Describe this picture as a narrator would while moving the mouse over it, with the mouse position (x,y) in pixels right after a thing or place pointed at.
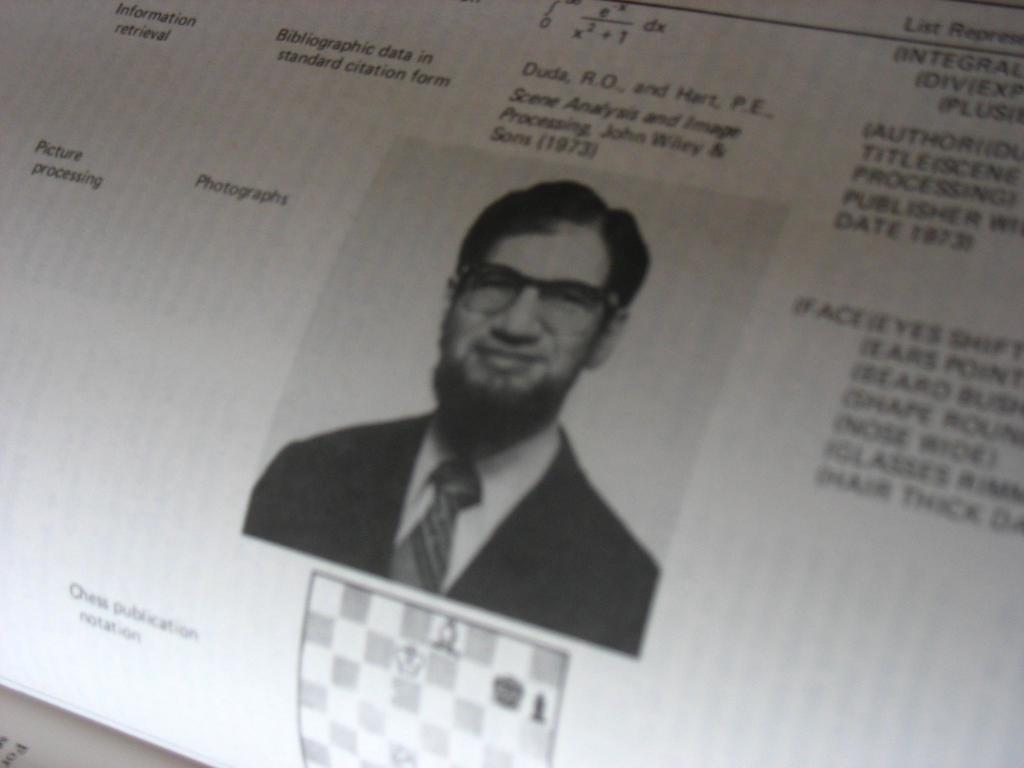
In the foreground of this image (533,126), there is a paper (75,730) folded and on the paper (536,230), we can see an image (561,383) of a man (568,374) and some text (932,431) around the image (573,393).
